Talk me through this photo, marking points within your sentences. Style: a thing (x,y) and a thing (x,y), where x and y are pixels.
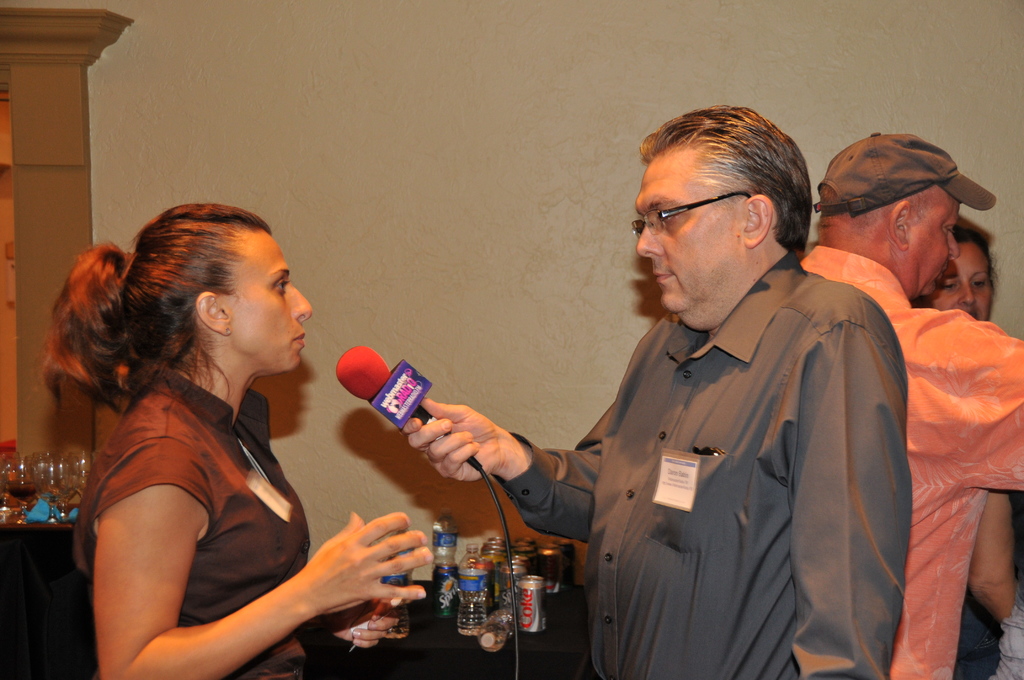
In this picture a guy (649,400) is holding a mic (410,400) in his hand (451,431) and interviewing a lady (220,476). To the right side of the image (956,288) we find two people (943,285) standing and in the background (437,538) we find many glass bottles (448,559) and tins (525,597) kept on the black table (446,621) and also few wine glasses (70,462) to the left side of the image (58,470).
